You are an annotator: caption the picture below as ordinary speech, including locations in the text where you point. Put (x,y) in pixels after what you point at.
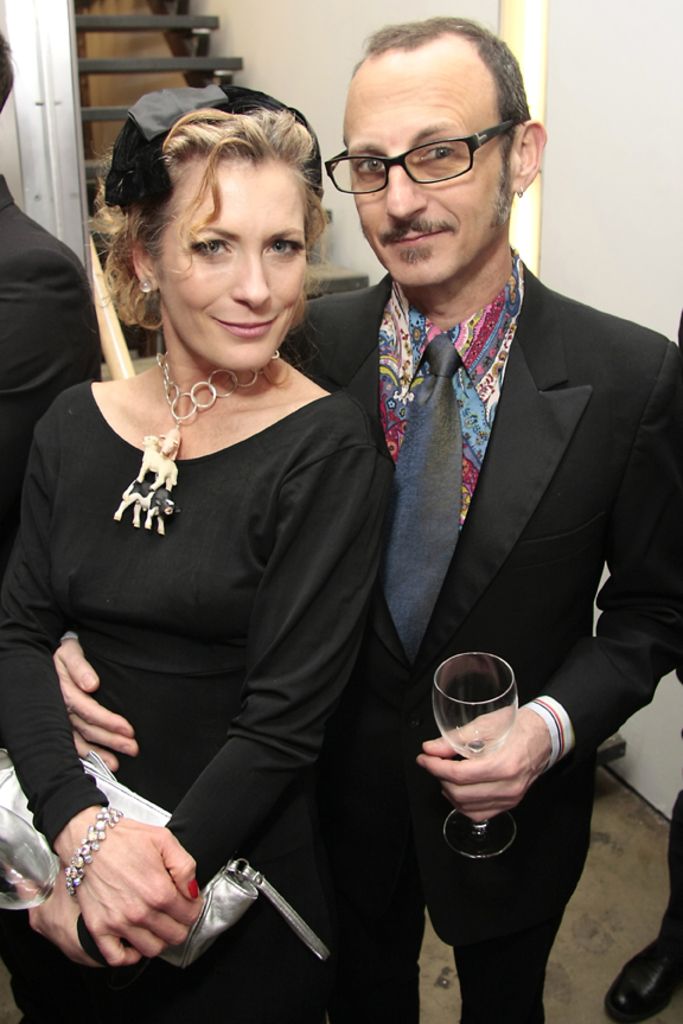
In this image we can see a man (398,496) and woman (285,513) is standing. They are wearing black color dress (294,546). Woman (231,678) is holding silver color purse (223,903) in her hand (189,903) and the men (479,780) is holding glass (479,751). Behind them white color wall (285,38) and black stairs (104,111) are there.
